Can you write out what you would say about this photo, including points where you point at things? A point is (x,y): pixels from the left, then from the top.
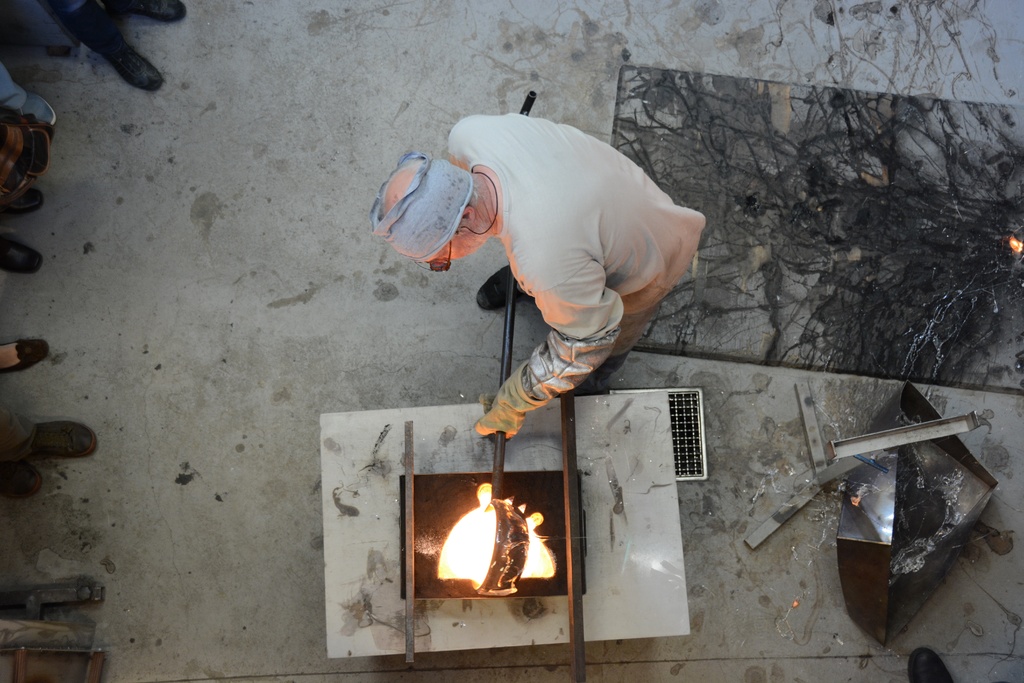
In this picture there is a man (597,313) standing and holding the object (502,401) and there is fire (480,507) inside the object (494,584). On the right side of the image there are metal objects (767,268). On the left side of the image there are group of people (157,5) standing. At the bottom (99,507) there is a floor (241,502).
